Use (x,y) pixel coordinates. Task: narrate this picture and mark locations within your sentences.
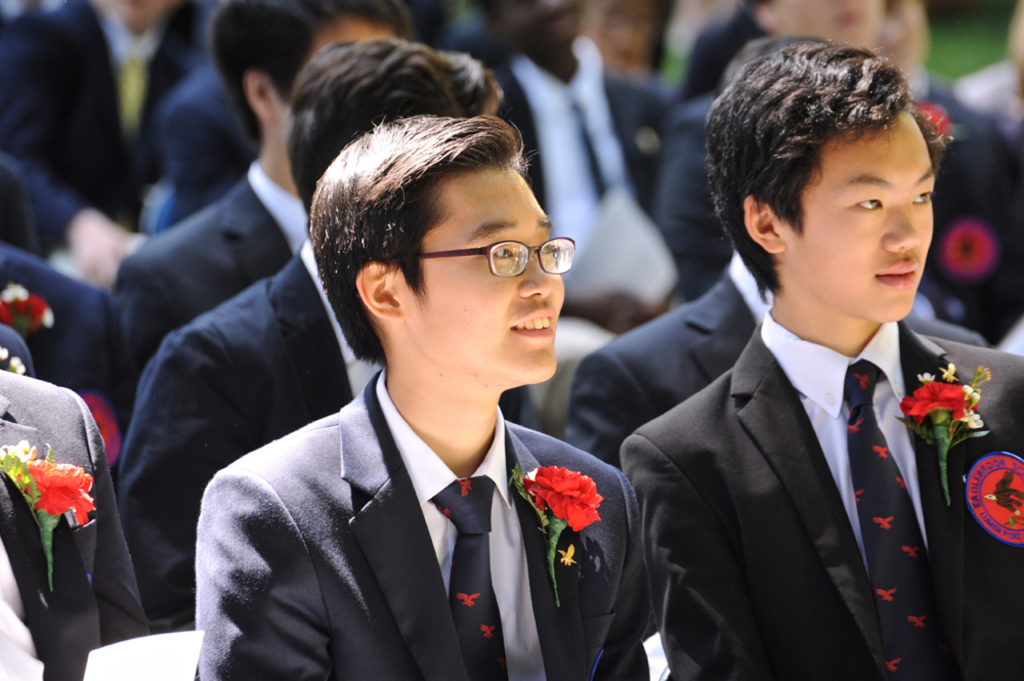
There is a group of persons (323,234) sitting on the chairs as we can see in the middle of this image (596,379). There are some flowers (587,502) on the blazers (81,453) as we can see at the bottom of this image (577,510).
